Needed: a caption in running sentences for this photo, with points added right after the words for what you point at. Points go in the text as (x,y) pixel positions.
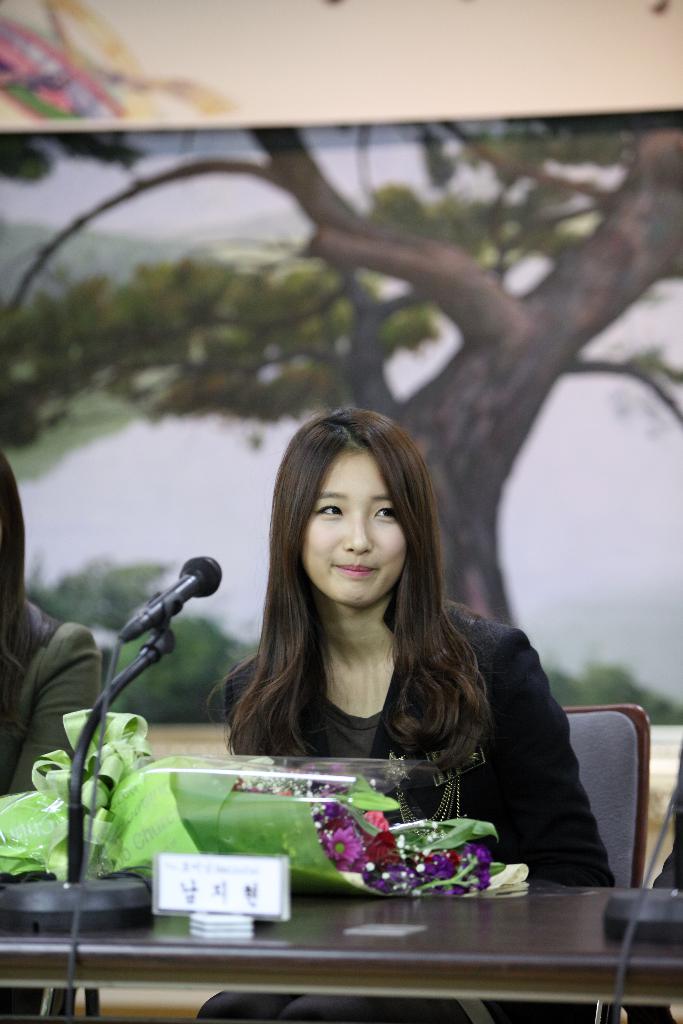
In this image there is a woman (370,541) sitting on a chair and there is a table (325,983) on which mic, bouquet (184,768) with flowers (443,865) is present on it. At the background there is a poster (339,239) with a tree (496,406) on it.
